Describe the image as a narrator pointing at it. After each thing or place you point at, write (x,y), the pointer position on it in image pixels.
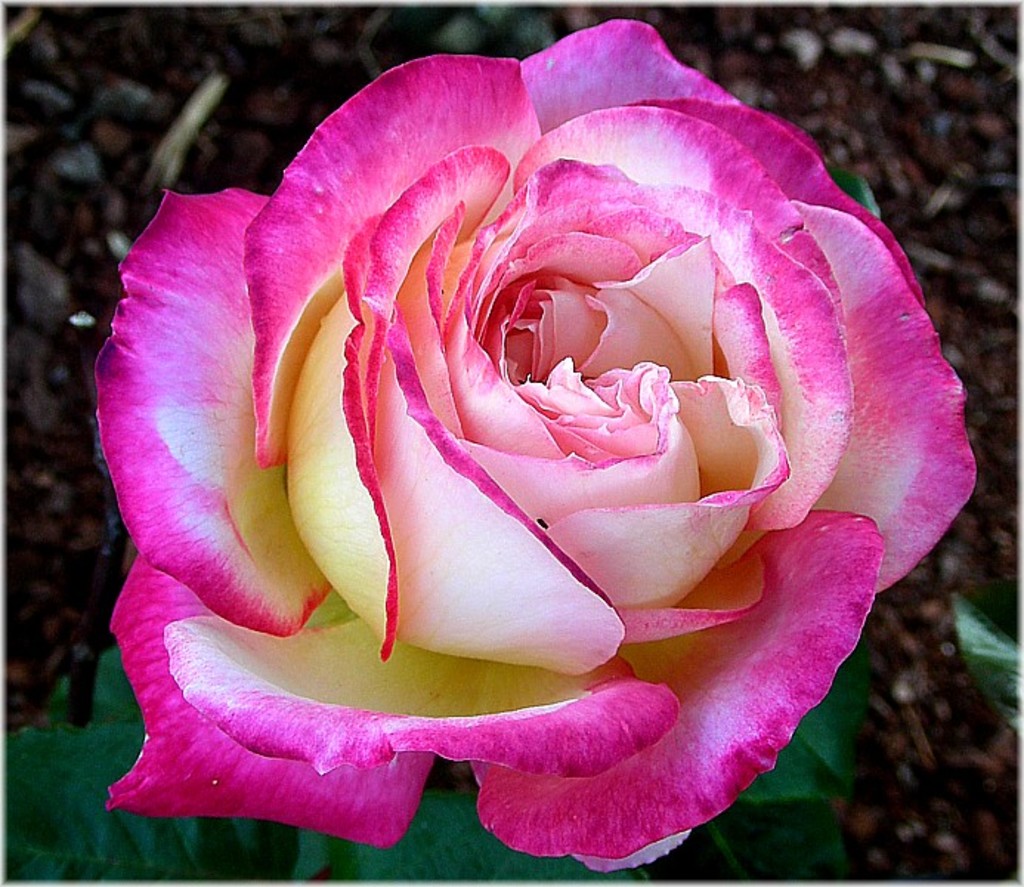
In this image we can see a flower (409,589). At the bottom (77,783) we can see the leaves (146,867). Behind the flower (728,336) we can see the ground (950,538).
